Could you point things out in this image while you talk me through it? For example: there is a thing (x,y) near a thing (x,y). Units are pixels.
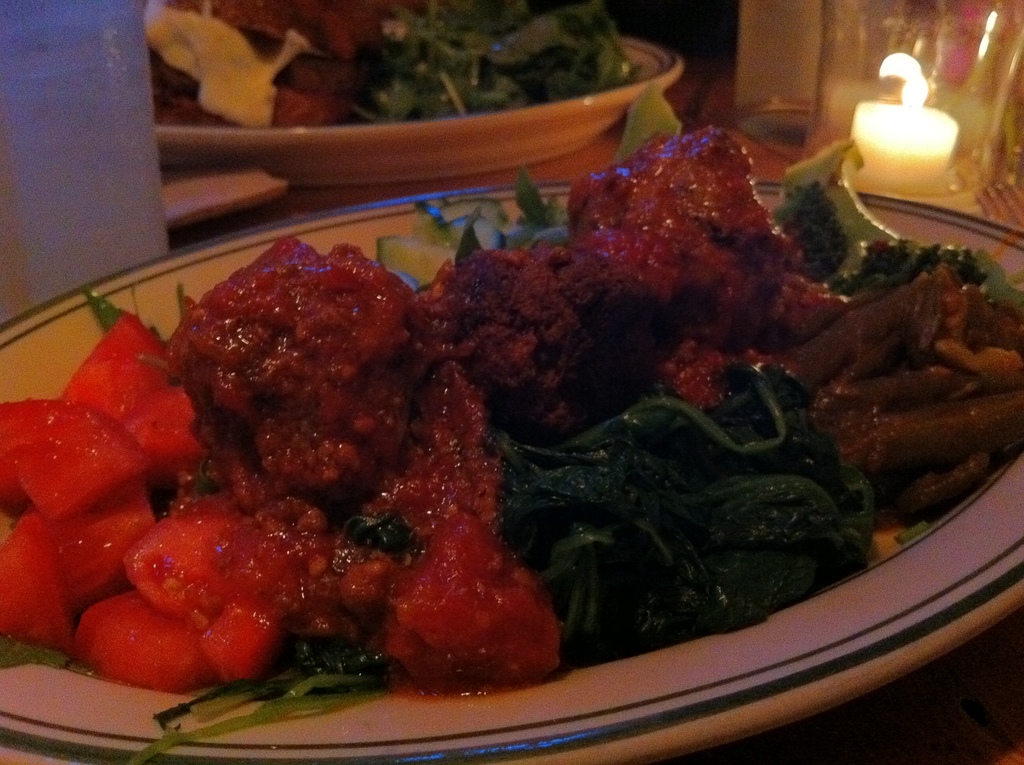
In this image there is a food (533,385) on the plate (418,331), there is glass (968,93), there is candle (903,109) inside the glass (961,141).
